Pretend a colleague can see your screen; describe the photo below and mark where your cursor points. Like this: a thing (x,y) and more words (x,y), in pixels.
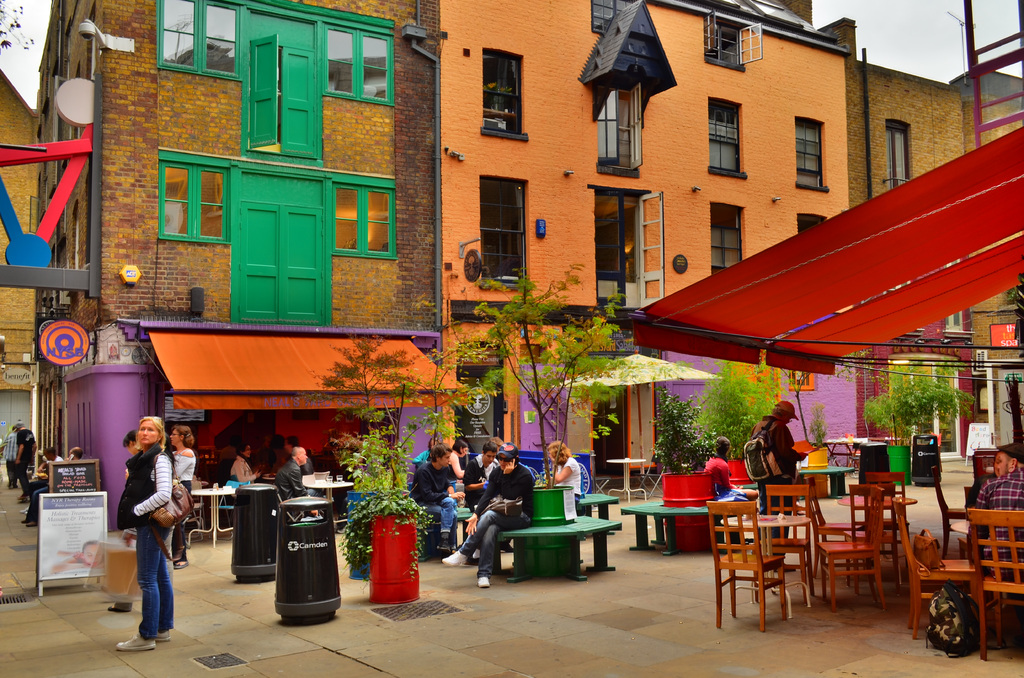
There are some plants (380,514), tables (513,538), chairs (755,521), trees (498,317) here and some of the people (566,470) are sitting on the table (643,521). Some of them are standing. In the background (281,328), there are some buildings (477,199) with some windows (622,157) and a sky (889,35) here.
